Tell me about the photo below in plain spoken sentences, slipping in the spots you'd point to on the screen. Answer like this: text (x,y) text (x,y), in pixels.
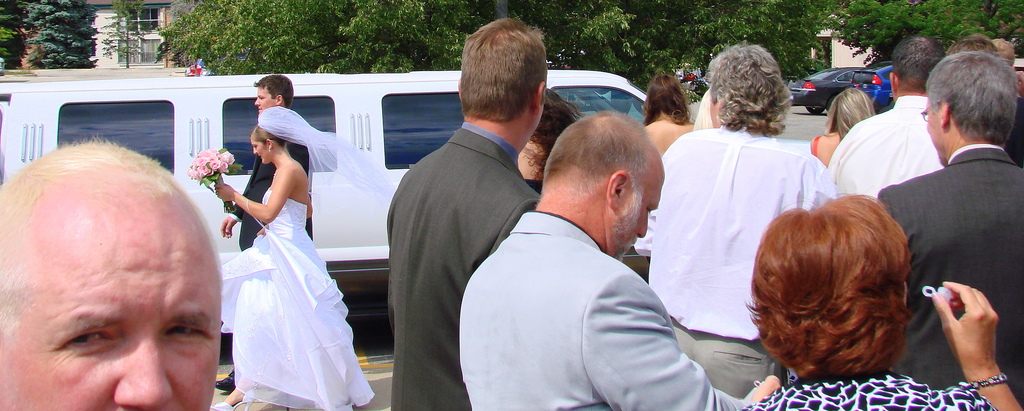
In the center of the image (547,200) we can see a few people (757,202) are standing. Among them, we can see two persons (949,291) are holding some objects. On the left side of the image (121,290), we can see the head (118,283) of a person (173,261). In the background (443,21), we can see buildings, trees (207,15) and vehicles (185,106).
